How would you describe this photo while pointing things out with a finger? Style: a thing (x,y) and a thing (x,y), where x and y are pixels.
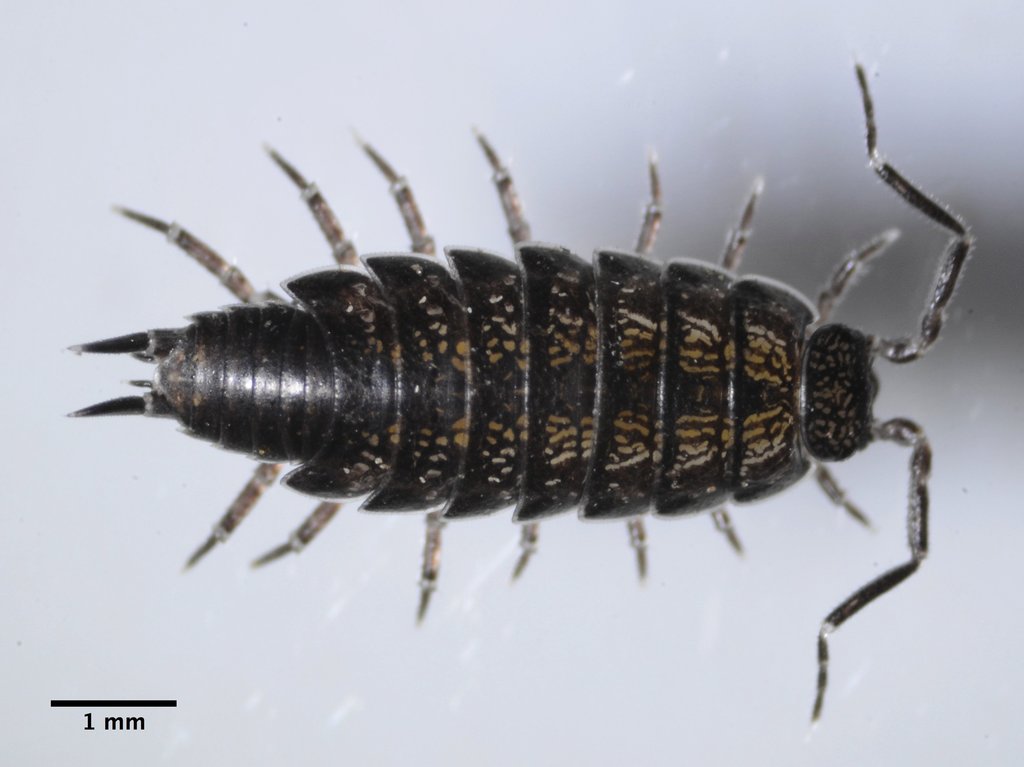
In this image there is an insect (476,402). In the bottom left (111,722) there is text (123,716) on the image. The background (139,139) is white.
